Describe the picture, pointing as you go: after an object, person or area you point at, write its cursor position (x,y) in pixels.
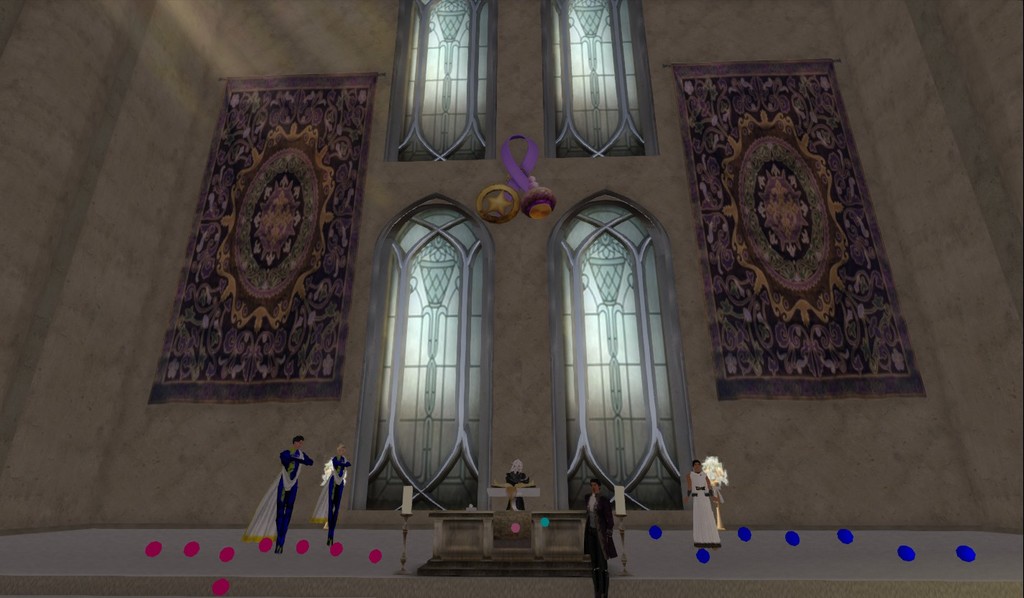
In the foreground (261,533) I can see six persons (297,446). In the background (551,534) I can see windows (422,333), stone craft (480,240) and a wall (508,292). This image is taken may be in a church (640,313).
